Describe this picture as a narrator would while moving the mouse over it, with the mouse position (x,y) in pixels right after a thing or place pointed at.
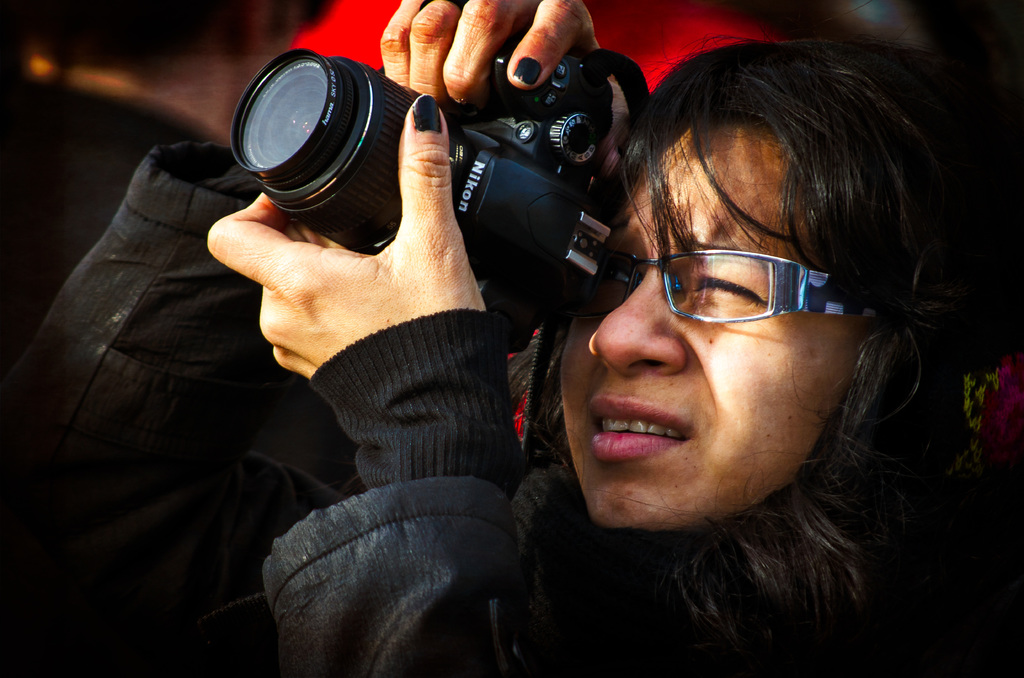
In this image I can see the person (431,588) with black color dress (288,559) and specs (822,307). The person (626,391) is holding the camera (545,288) which is in black color. And I can see the red color object (362,34) and there is a blurred background (185,65).
